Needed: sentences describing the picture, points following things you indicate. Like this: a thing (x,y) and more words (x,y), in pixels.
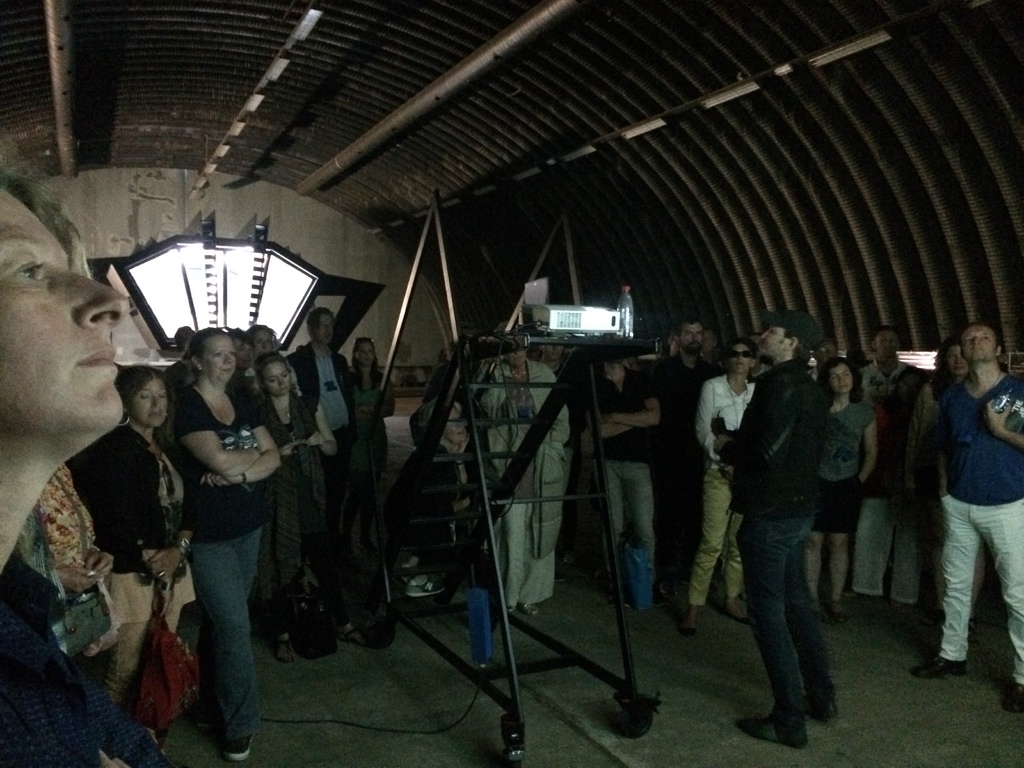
In this image, I can see a group of people (244,378) standing. These look like the stairs (493,531) with the wheels (524,748). I can see a bottle (628,335) and a projector (569,331) placed on the stairs (513,338). In the background (289,319), It looks like a window (216,239). At the top of the image (60,139), I can see the iron rods (61,48).
